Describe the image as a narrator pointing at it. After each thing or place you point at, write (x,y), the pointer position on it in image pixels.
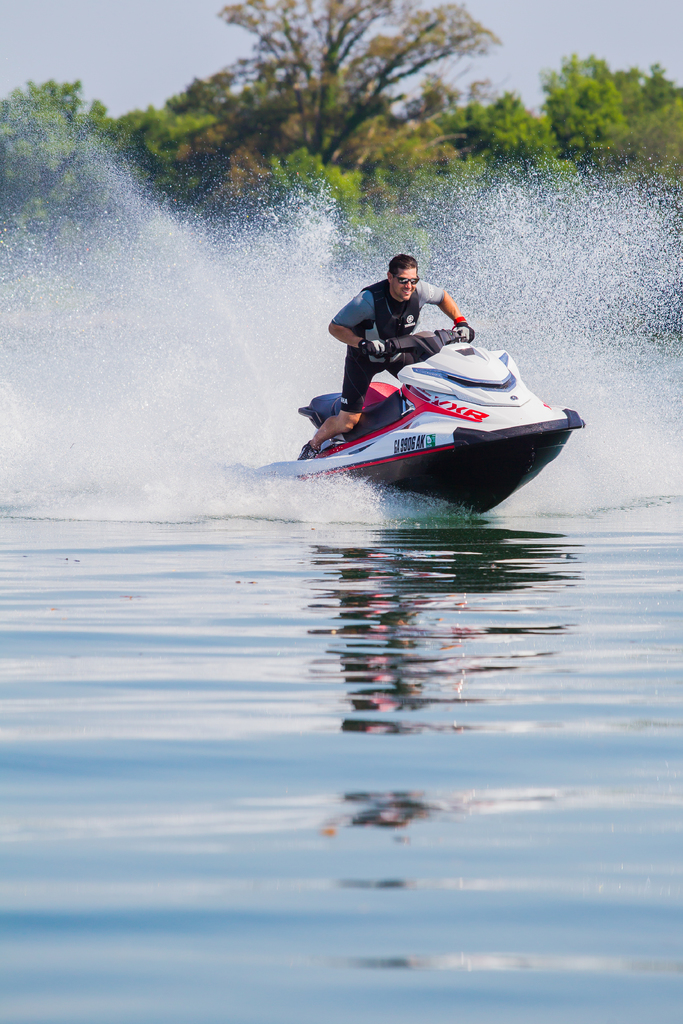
In this image I can see a person (386,334) is on the speedboat (471,418). It is in white, red and black color. I can see a blue color water (312,677) and trees (350,129). I can see a sky (150,62).
